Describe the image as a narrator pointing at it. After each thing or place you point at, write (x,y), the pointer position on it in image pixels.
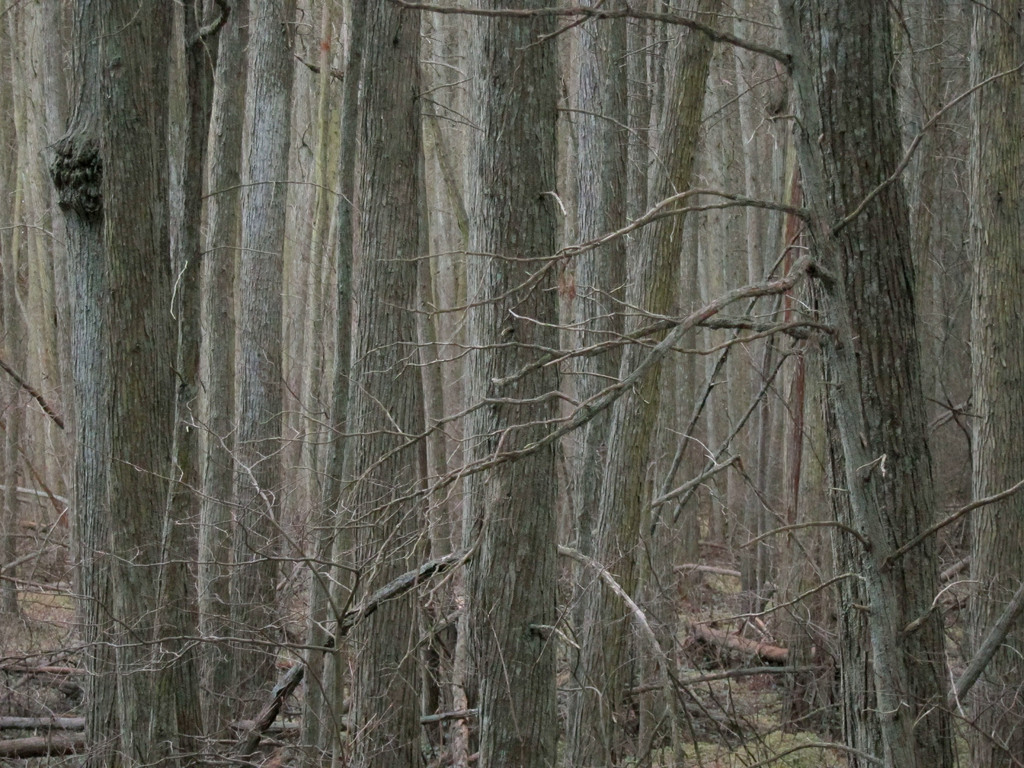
In this image we can see so many trees (522,449).
